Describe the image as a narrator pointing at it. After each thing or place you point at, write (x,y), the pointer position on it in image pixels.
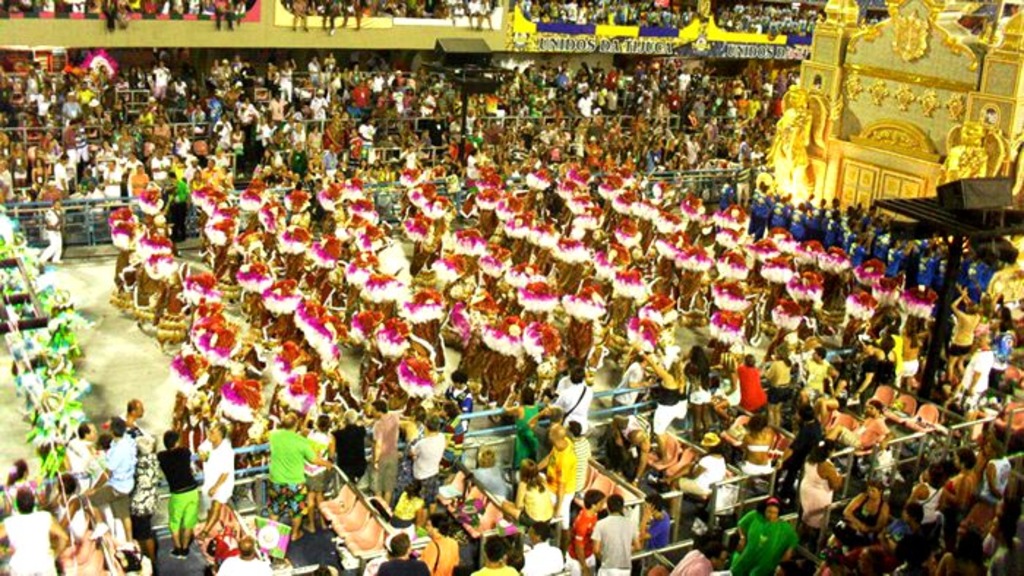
In the image there are many people (507,342) with costumes (564,350). There are many people (395,90) standing behind the fencing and also there are chairs (843,422). At the top of the image (579,37) there is a wall (33,29) with name board (592,45). And also there are black poles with speakers (483,45). There is an artificial wall (893,145) with decorations (933,106), sculptures (792,120) and arch (902,129).
